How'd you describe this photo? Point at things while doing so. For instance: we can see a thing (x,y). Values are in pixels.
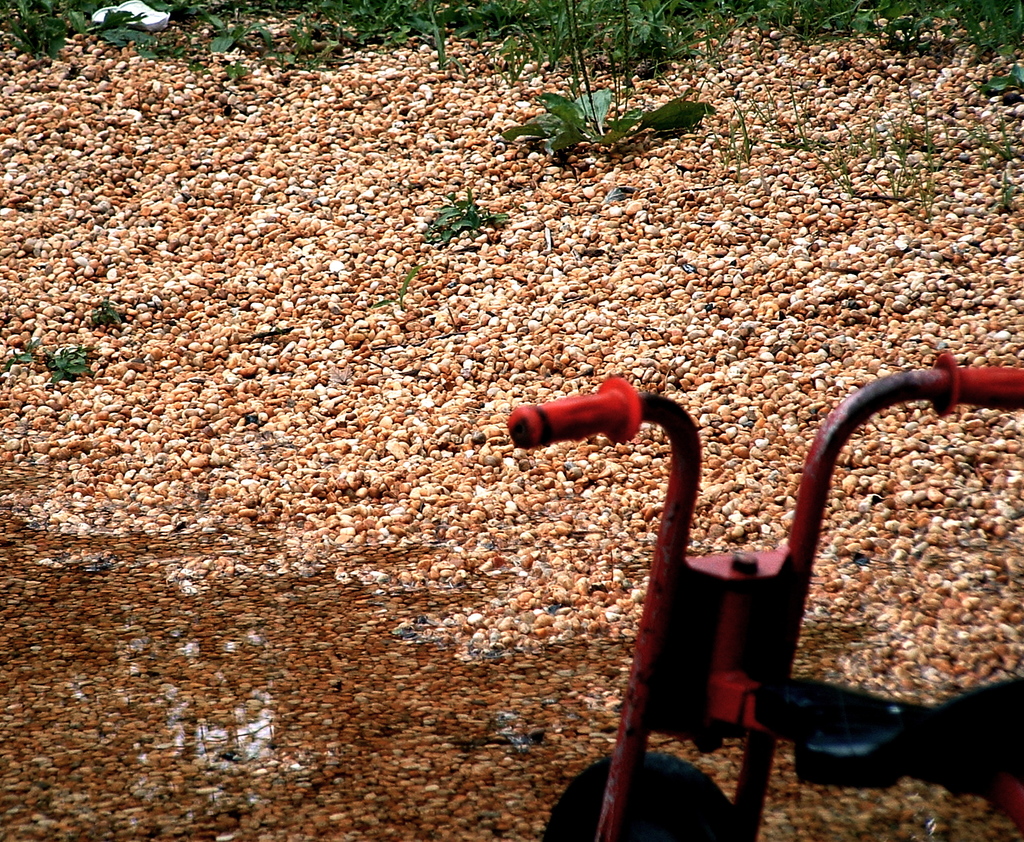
In this image, on the right (686,634), there is a vehicle (642,631) and in the background (297,54), there are plants (585,72). At the bottom (579,583), there are stones (334,341).
